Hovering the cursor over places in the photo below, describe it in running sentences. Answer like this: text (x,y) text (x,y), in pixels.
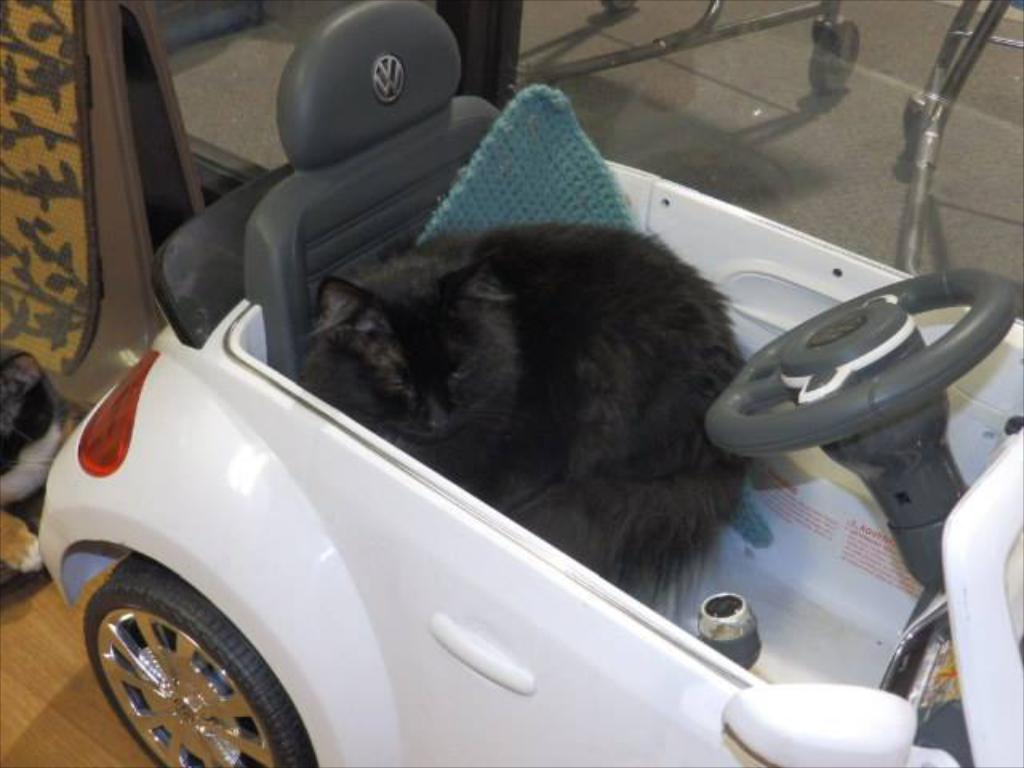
In this image I can see a cat (489,377) sitting in the car (383,441).
